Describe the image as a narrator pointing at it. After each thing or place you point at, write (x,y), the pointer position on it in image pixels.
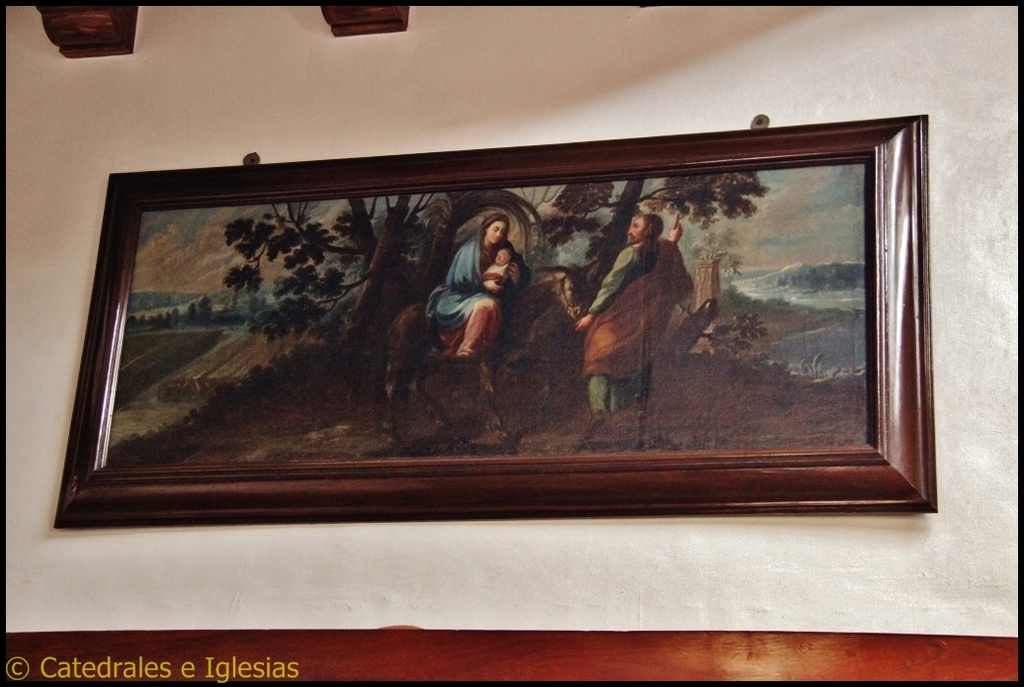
In the image there is a white wall (786,566). On the wall (78,299) there is a frame (512,282) with a people (508,285), horse (554,290), trees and hills (194,294). At the left bottom corner of the image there is a name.
